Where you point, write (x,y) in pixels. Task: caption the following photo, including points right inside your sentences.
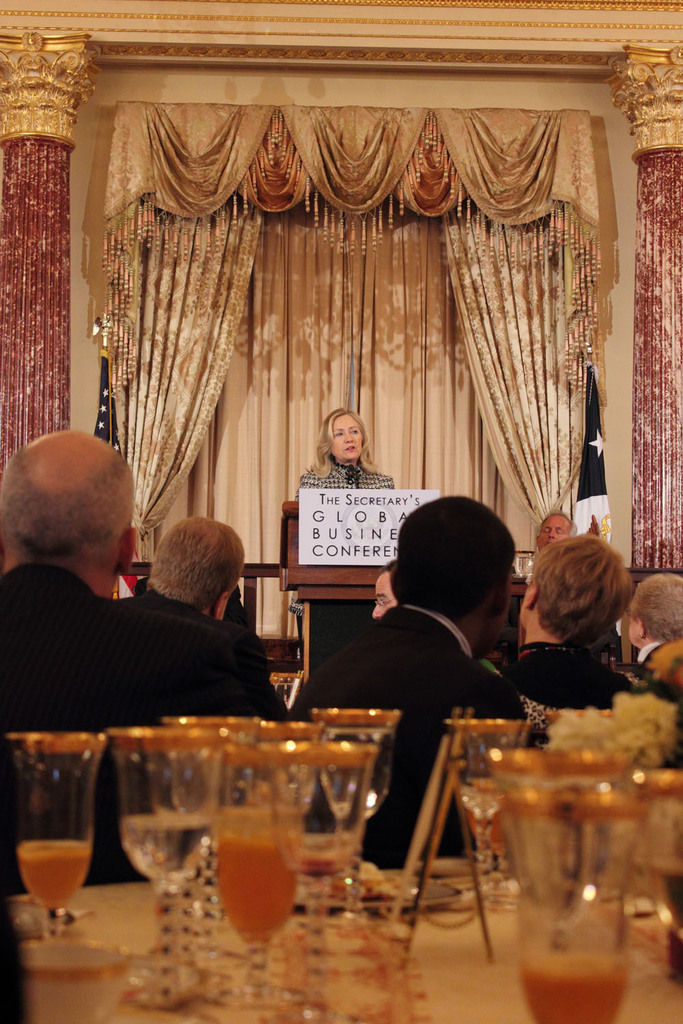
In this image, we can see a woman (344,482) is standing behind the podium (343,587). Here there is a name board (368,546). At the bottom (520,707), we can see a group of people (243,684) are sitting. Here there are few glasses (320,912) with liquids (569,996) are placed on the surface (502,995). Background (676,365) we can see curtains (277,320), pillars (60,284), flags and wall (631,406).
